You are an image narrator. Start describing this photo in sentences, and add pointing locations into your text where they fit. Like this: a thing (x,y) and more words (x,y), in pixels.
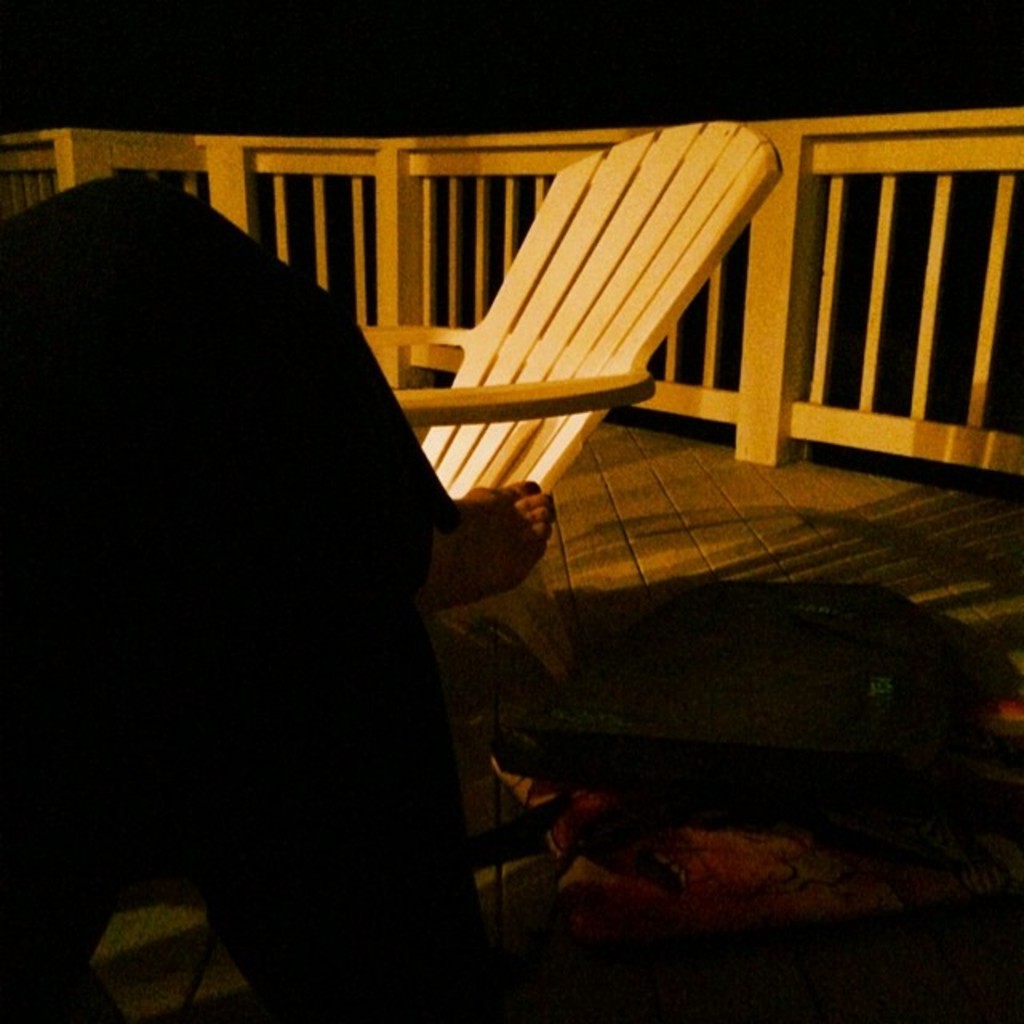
To the left side of the image (252,874) there are person legs (334,518). There is a chair (532,395) at the center of the image (596,378). In the background of the image (928,296) there is a wooden fencing (418,289). At the bottom of the image (848,947) there is floor (565,961).
